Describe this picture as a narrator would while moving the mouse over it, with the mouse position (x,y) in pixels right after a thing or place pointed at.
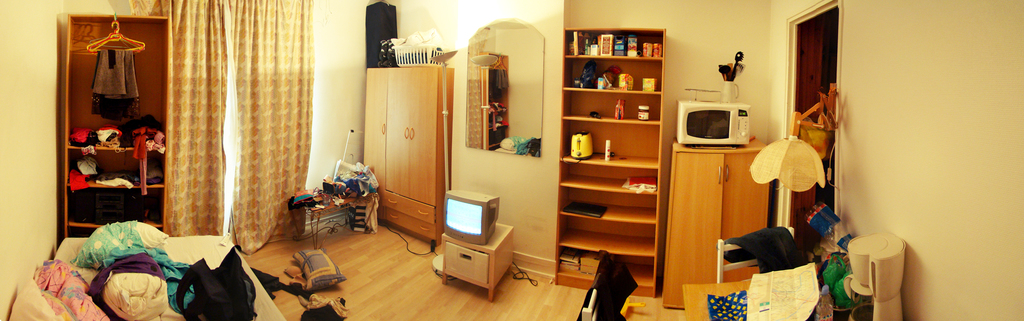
This is a picture taken inside a room (940,68). On the left (175,290) there are pillows (145,283), bed (260,301), clothes (134,128), curtains (173,128), wall (47,181) and wardrobe (141,78). In the middle of the picture (361,192) we can see clothes (368,190), table (470,248), desk (470,248), television (459,213), cables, bureau (412,70), wall (412,25) and other objects (411,51). On the right (735,194) there are closet (710,172), wardrobe (714,208), chair (744,262), table (799,278), lamp (781,174), clothes (761,234), wall (762,117), door (826,69) and various objects (865,299). In the middle of the picture (536,150) we can see a mirror (514,67).
